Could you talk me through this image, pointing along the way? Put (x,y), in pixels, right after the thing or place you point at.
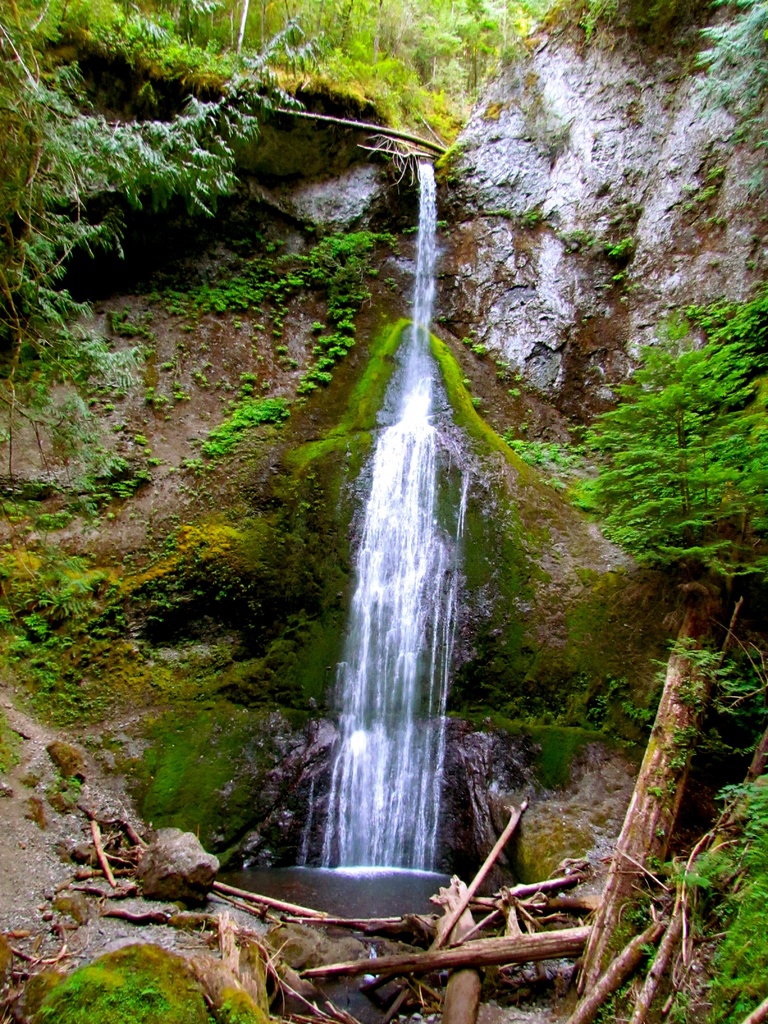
In this picture, in the middle (425,376) is the waterfall (305,840) and on the right side (761,309) are plants (759,932) and at bottom (229,943) are wood (616,897).
